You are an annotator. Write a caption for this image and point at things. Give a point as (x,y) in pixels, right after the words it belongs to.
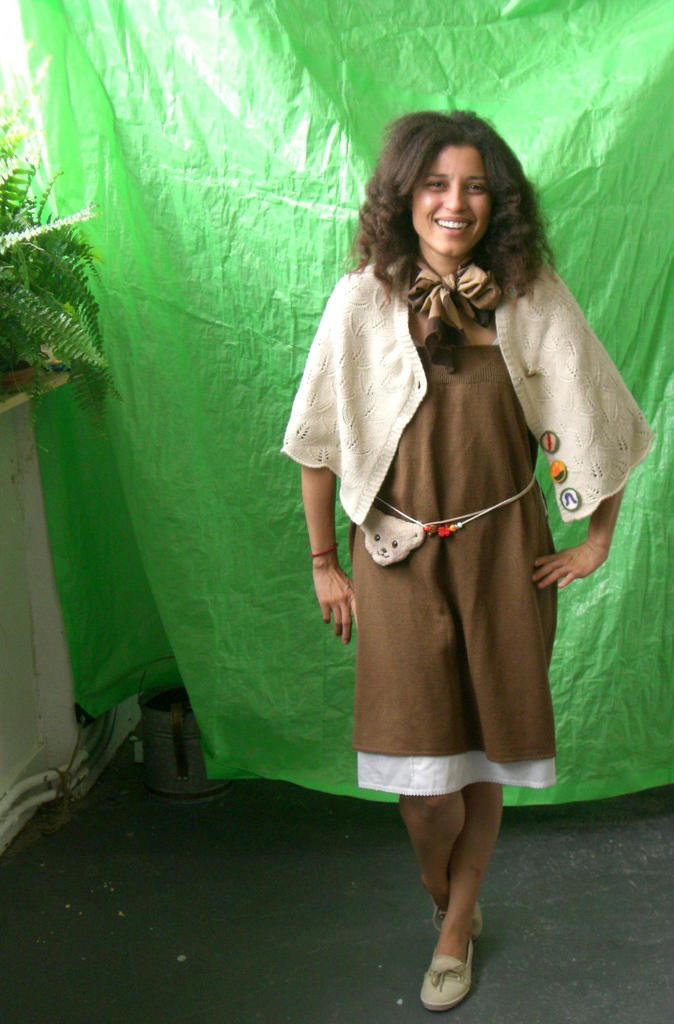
This picture shows a woman (484,535) standing and we see a cover (99,492) on the back (671,298) and a plant (80,210) on the side. We see smile on her face (441,201) and a bucket (147,737).
